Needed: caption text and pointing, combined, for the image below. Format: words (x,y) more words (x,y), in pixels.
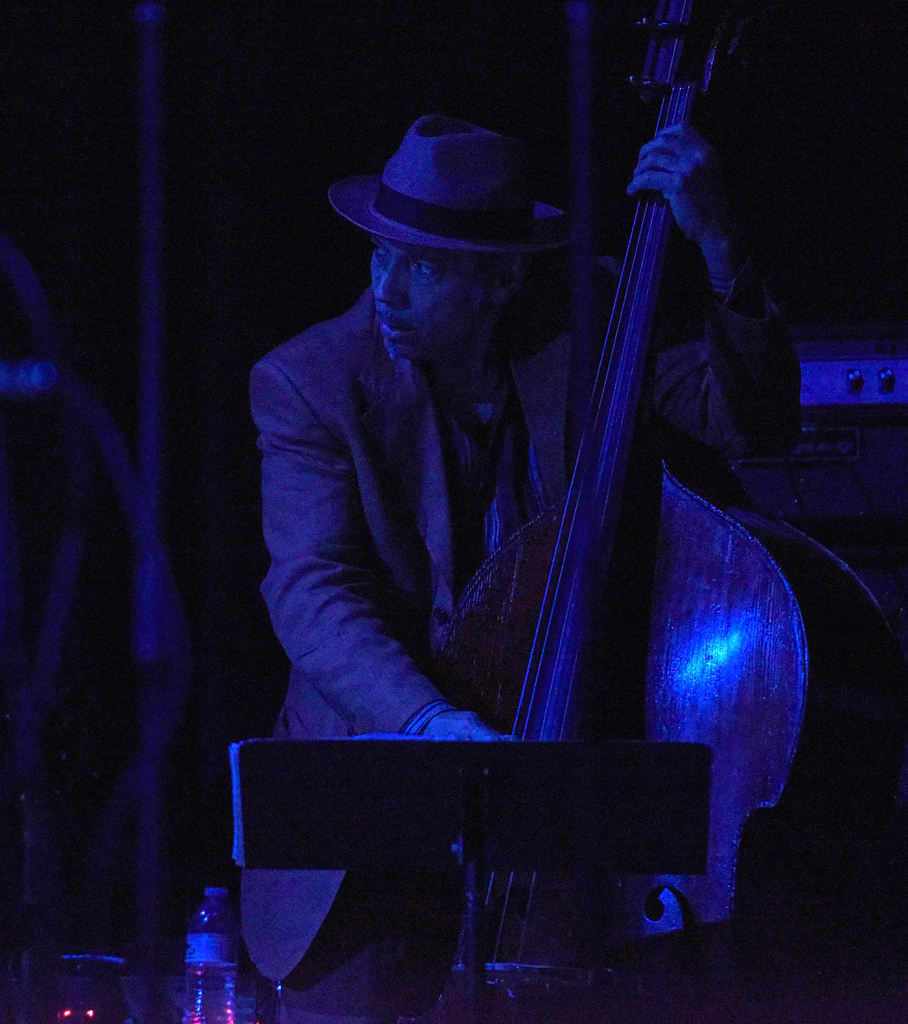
In this image I can see a man (676,402) is holding a musical instrument (879,697). I can also see he is wearing a cap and here I can see a bottle (218,919) and a stand (387,744).
